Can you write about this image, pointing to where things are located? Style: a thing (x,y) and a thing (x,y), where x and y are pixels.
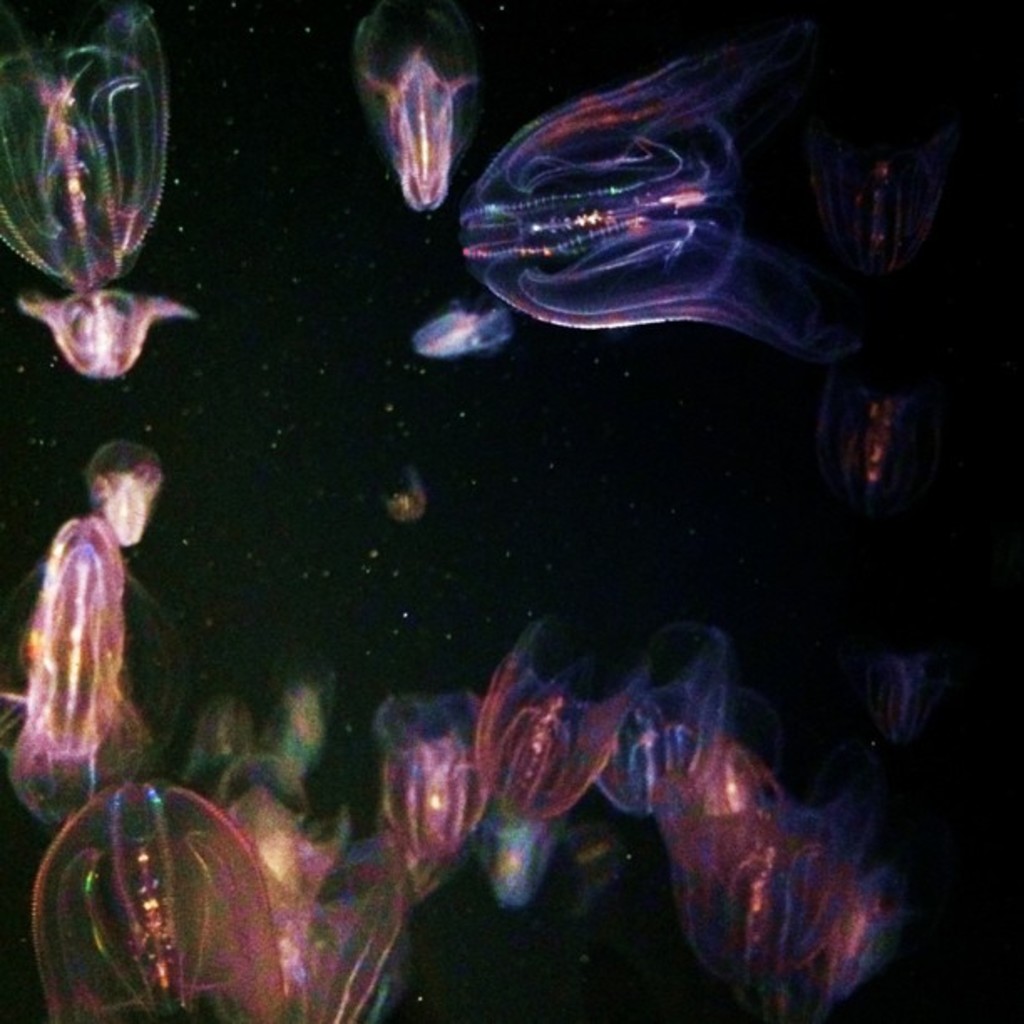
In this image there are transparent fluorescent jellyfishes (741,982) in the water (329,547).
